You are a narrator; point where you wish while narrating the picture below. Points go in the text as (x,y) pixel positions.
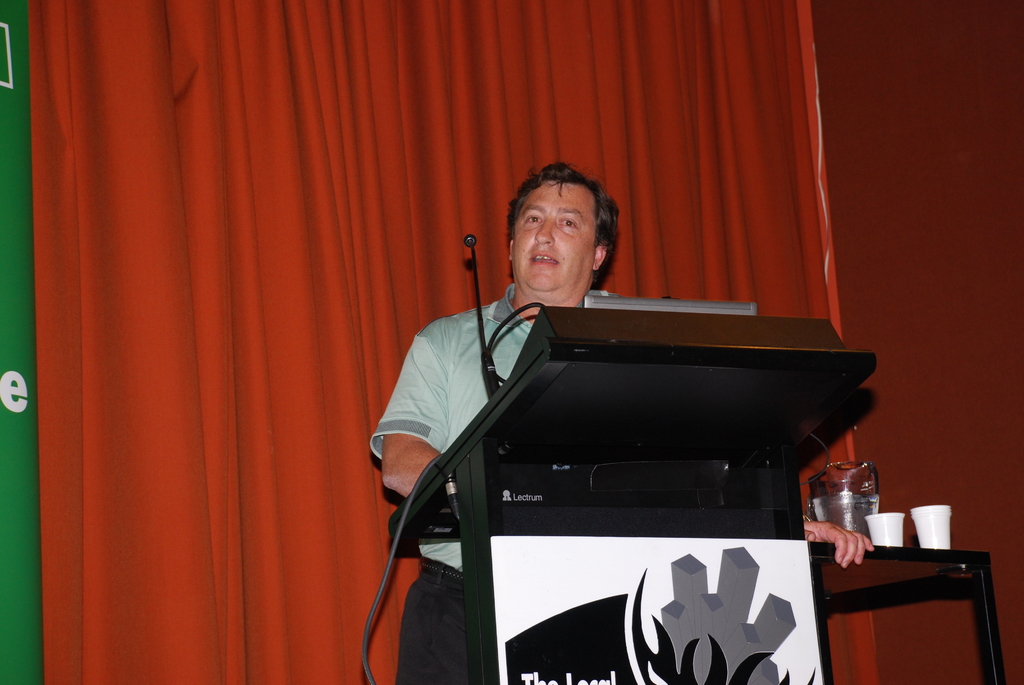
In this image there is a person (423,447) on the dais (544,442) is speaking in front of a mic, beside the person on the table (866,557) there are two cups (867,523) and a glass jar (816,487) with a water (845,510), behind the person (849,561) there is a curtain (422,207).
